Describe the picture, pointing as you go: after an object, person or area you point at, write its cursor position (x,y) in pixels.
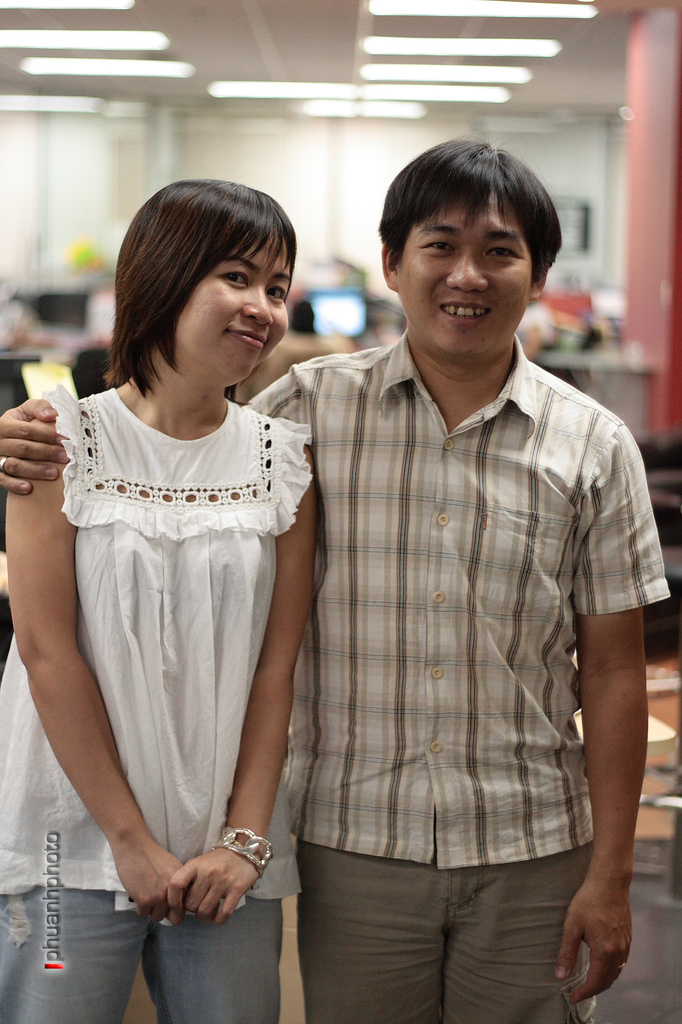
In the center of the image (285,579) we can see two persons (391,595) are standing. In the background of the image (335,312) screen (357,317), wall (46,212) are present. At the top of the image (340,75) roof (332,44) and lights (438,74) are there. At the bottom of the image (652,949) floor (636,946) is present.
